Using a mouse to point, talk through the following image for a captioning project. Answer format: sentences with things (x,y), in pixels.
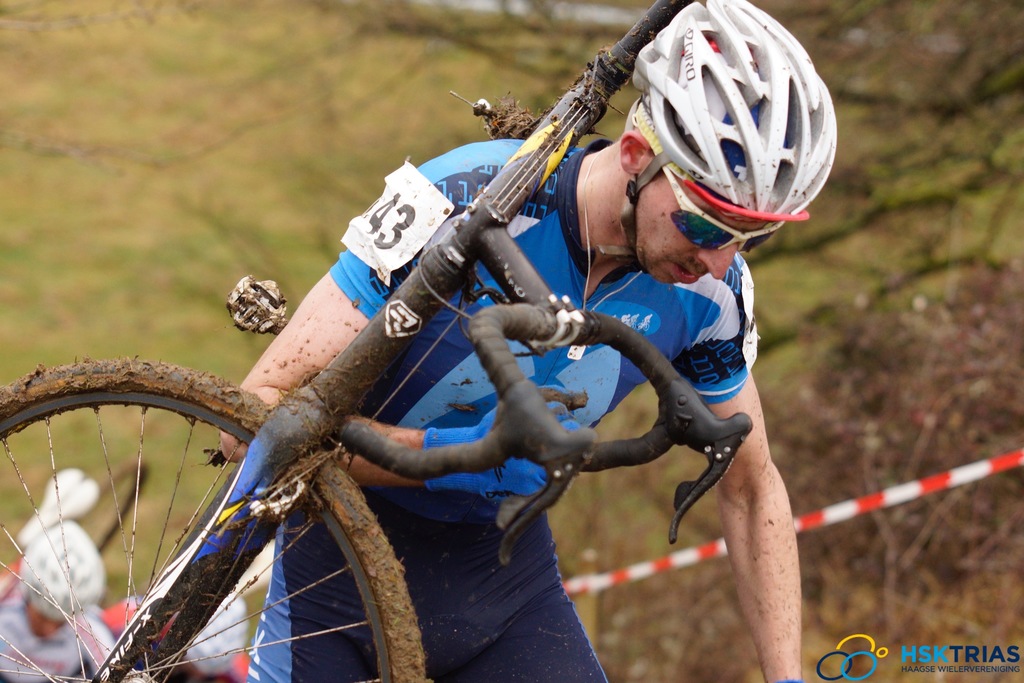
In this picture there is a man (660,344) who is wearing helmet (711,161), gloves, t-shirt (668,316) and trouser (541,626). He is holding a bicycle (494,382). In the bottom left corner (21,657) I can see two people (201,678) were riding a bicycle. In the background (1009,163) I can see the trees (877,203), plants (985,175) and grass (850,254). In the bottom right corner (933,648) I can see the watermark (966,652).
